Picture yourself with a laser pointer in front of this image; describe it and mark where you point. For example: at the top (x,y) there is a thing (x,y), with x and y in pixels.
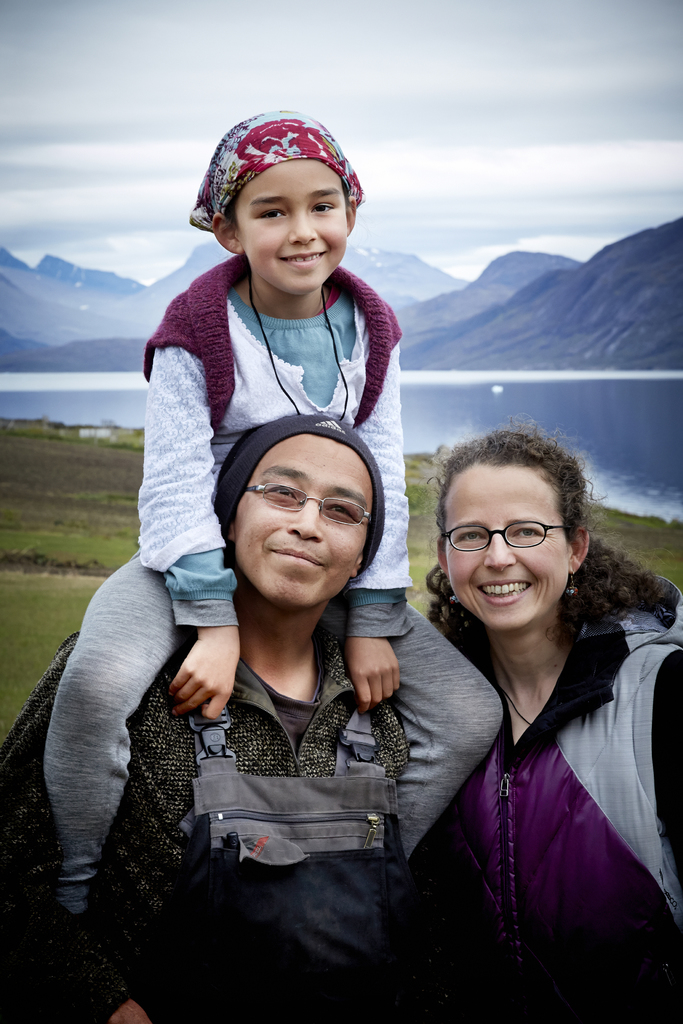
In the image a family (389,722) is posing for the photo, the girl (465,676) is sitting on the shoulders (333,664) of a person (209,764) and behind the family (358,506) there is a grass (24,528) and behind the grass (37,542) there is a water surface (25,378) and few mountains (14,317).
